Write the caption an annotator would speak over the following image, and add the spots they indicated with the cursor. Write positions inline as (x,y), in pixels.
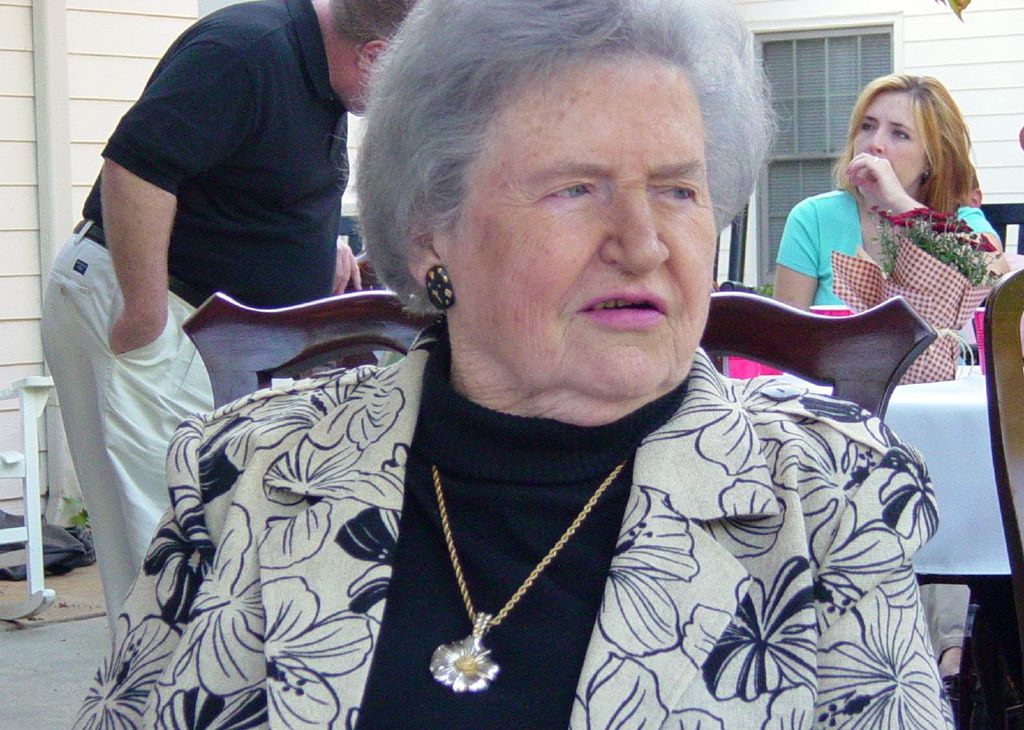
In front of the image there is a woman (497,362) sitting in a chair (268,346), behind the woman (413,131) there is a person (163,209) standing and there is a person (847,228) sitting in a chair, in front of them on the table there is a flower bouquet (934,289), behind them there is a chair (32,499) and a house (17,433).
